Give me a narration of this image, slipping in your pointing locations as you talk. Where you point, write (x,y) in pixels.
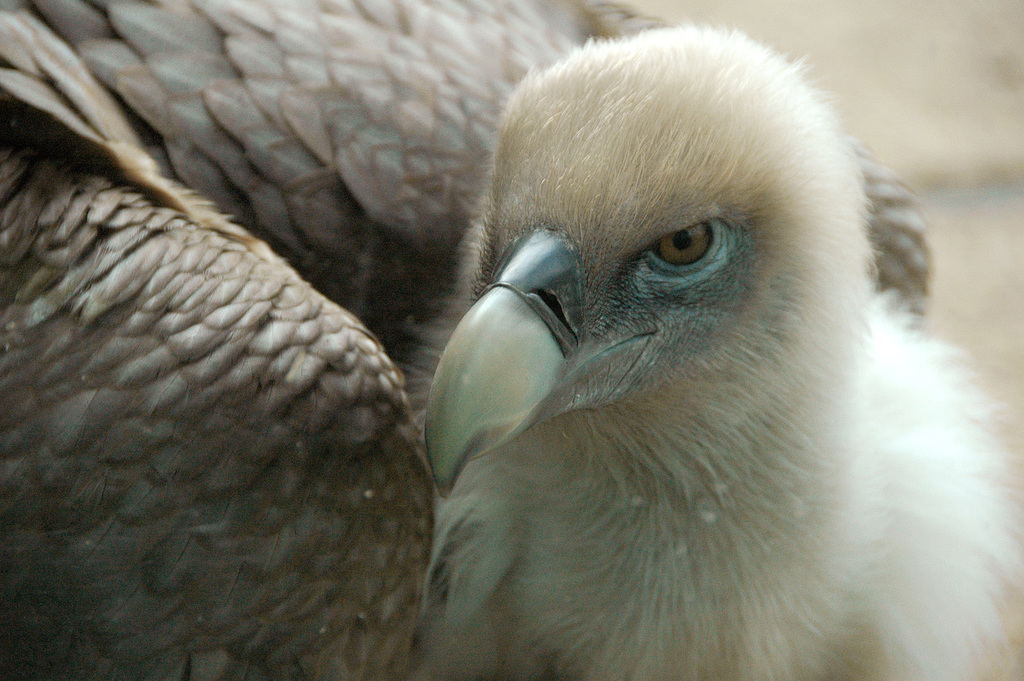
In this image, we can see a bird (953,462). On the left side (317,140), we can see feathers (342,298) of a bird (438,373).
